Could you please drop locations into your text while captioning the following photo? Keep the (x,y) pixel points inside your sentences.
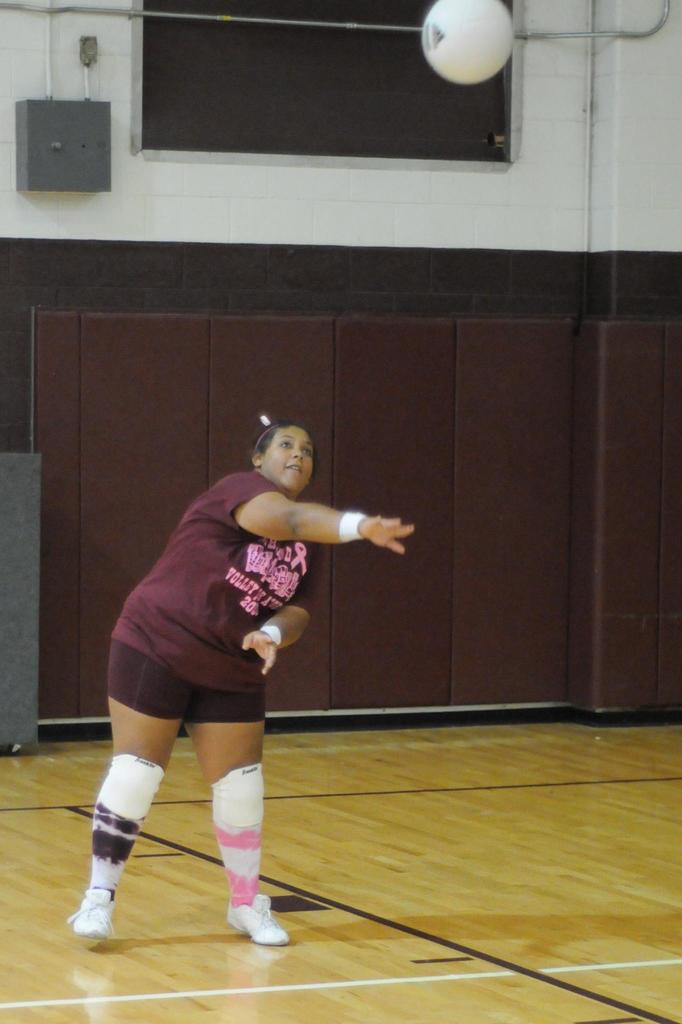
This image consists of a woman (125,756) wearing a brown color T-shirt (198,682). At the bottom (385,942), there is a floor (381,960). In the background (313,350), we can see a wall (67,238). At the top (473,65), there is a white color ball (480,64). On the left (81,175), there is a metal box (88,150) on the wall (53,210).
